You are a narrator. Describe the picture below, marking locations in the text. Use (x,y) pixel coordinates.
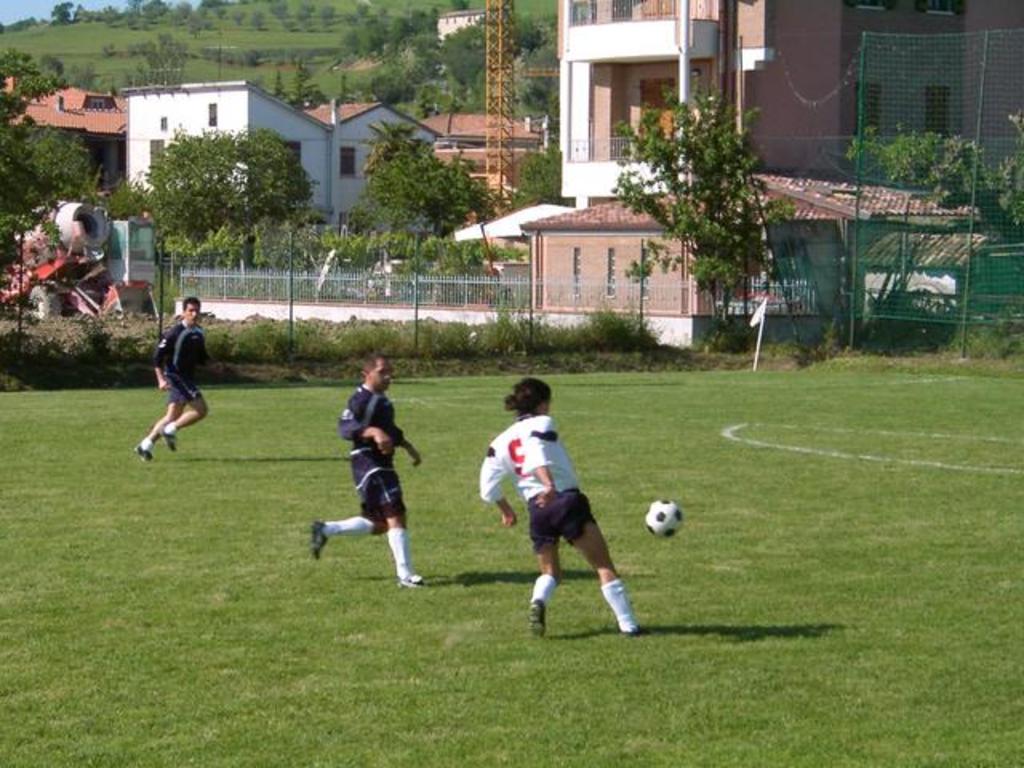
In this image, I can see three persons (575,519) playing the football game on the ground (526,651). There are buildings (488,226), trees (243,196), plants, a tower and iron grilles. On the right side of the image (866,241), I can see a safety net (866,273) to the poles (973,232). On the left side of the image (58,296), there is a vehicle (91,243). In the background (83,88), I can see a hill (116,40) and the sky (27,12).
